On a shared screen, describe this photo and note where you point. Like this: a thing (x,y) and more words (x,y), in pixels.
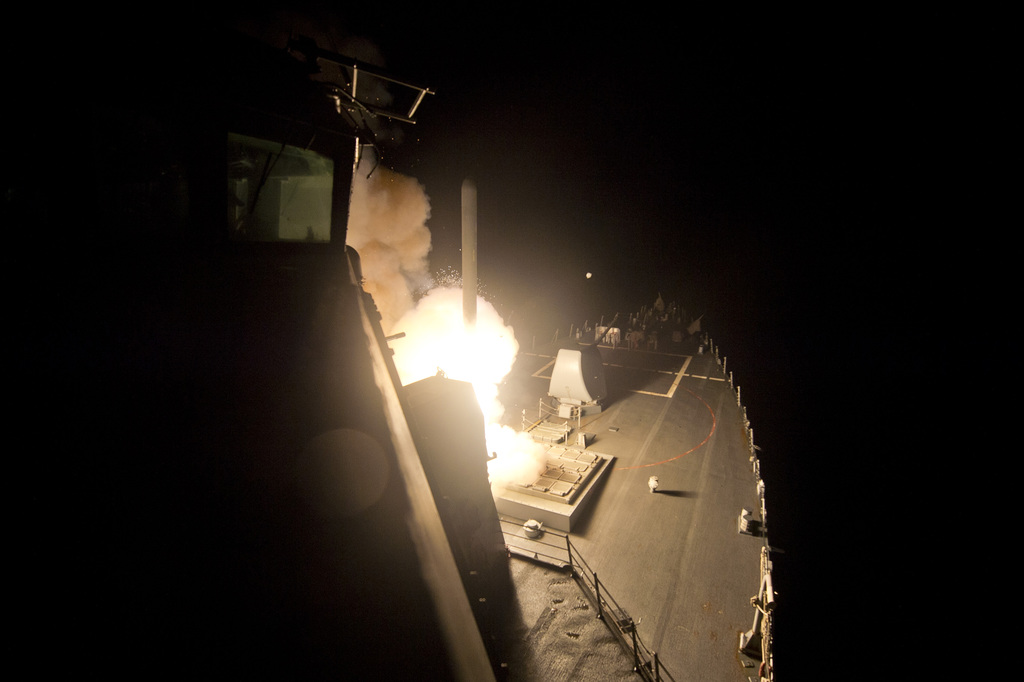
Middle part of the image (601,447) we can see a picture (456,572) of ship (520,398) and fire (434,326). Smoke (373,190) is coming out from the fire (431,334). Around the ship (697,454) it is dark.
